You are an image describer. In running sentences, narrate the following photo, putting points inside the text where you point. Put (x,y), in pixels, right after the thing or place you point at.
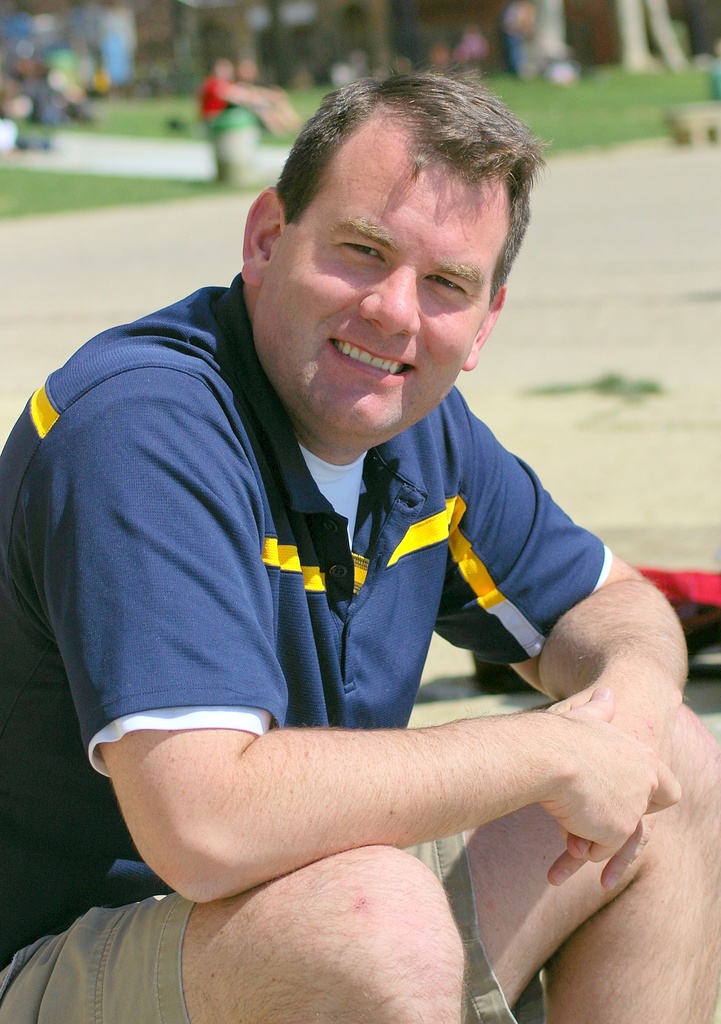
In this picture I can see a man (418,374) sitting and smiling, and in the background (629,110) there are group of people (14,49) and grass (609,110).
